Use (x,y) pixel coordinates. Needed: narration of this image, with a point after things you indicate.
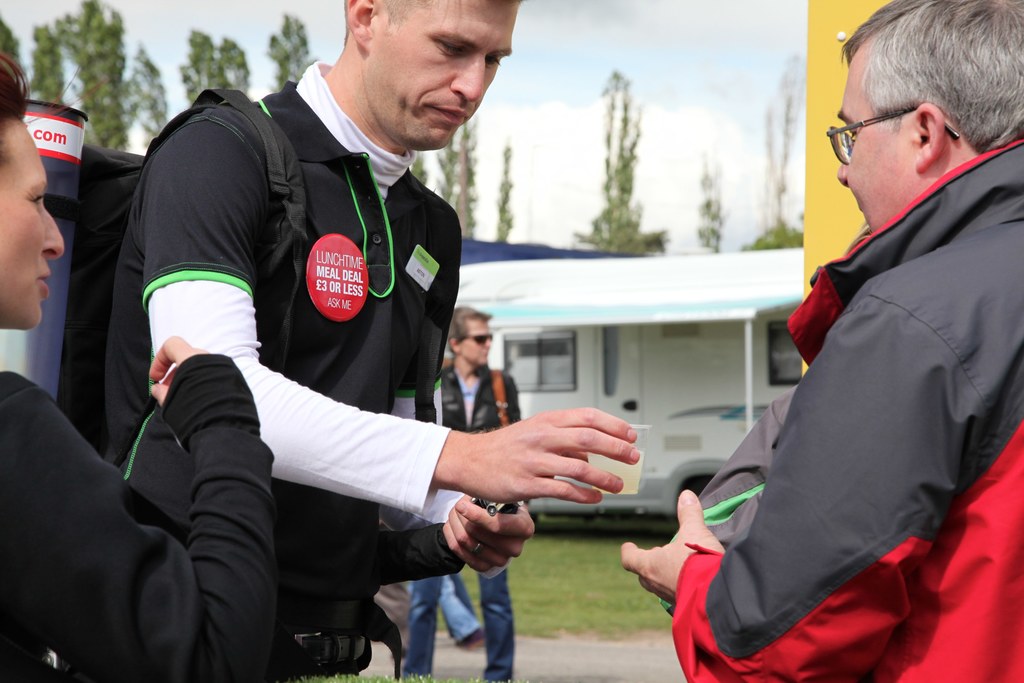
In this picture there a man (283,331) wearing black color t-shirt (301,324) giving a teacup (635,491) to the front person (873,493) wearing black and red jacket (886,536). In the background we can see some trees (466,155).
